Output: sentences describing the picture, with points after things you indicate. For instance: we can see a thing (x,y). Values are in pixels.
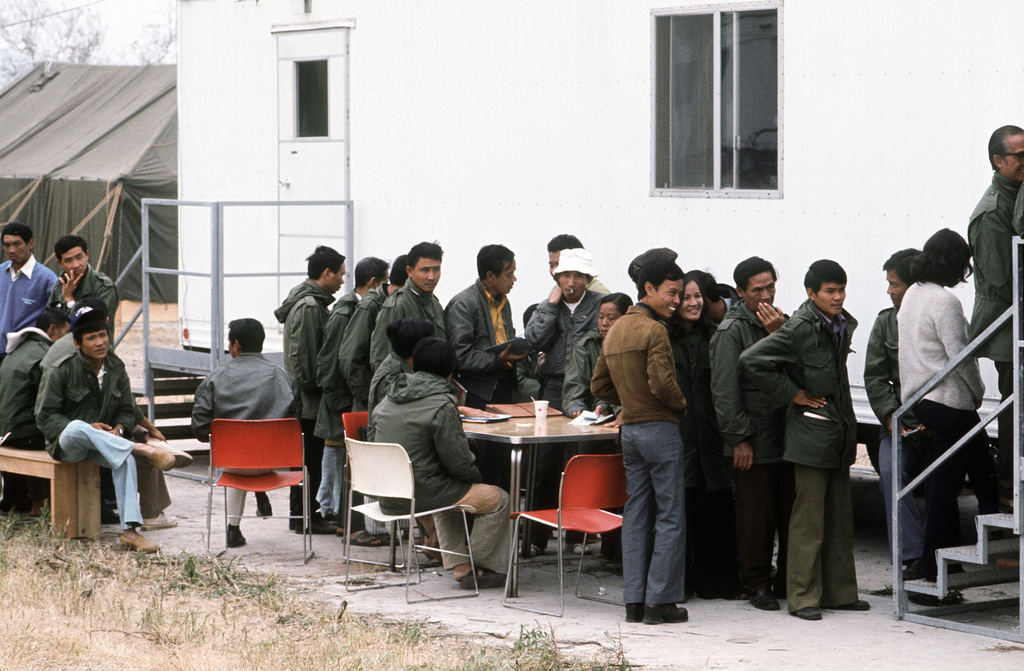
There is a group of a people (691,282). Some people (691,282) are standing and some people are sitting on a chair (302,448). We can see in the background (491,235) there is a tree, sky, window (715,171) and wall (758,230).
